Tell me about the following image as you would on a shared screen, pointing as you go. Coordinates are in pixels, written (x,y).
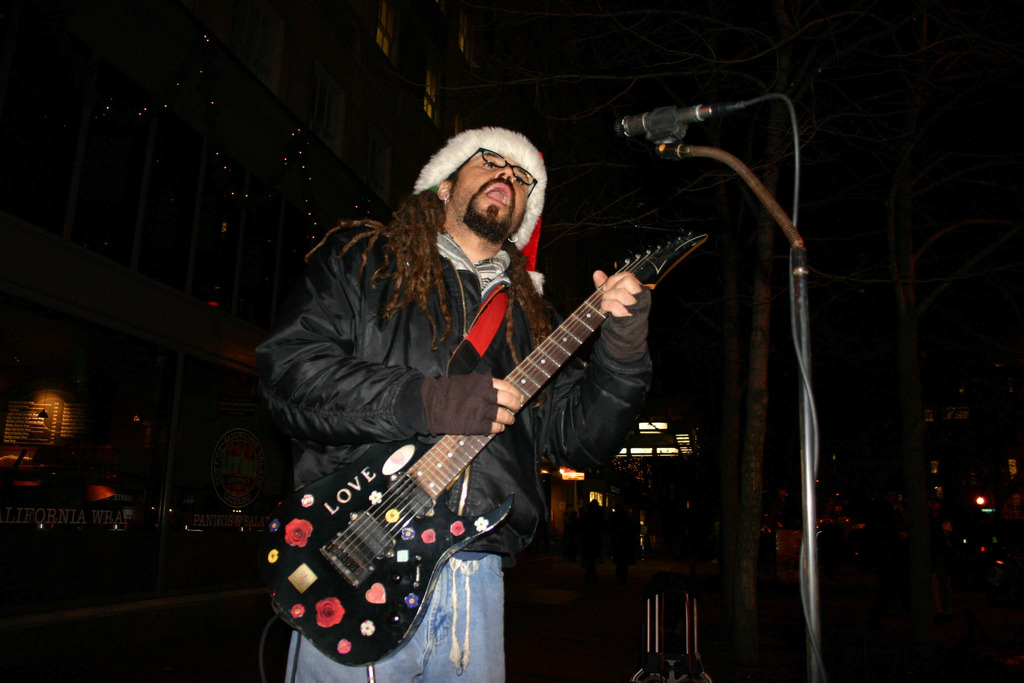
this picture shows a man (497,530) playing a guitar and singing with the help of a microphone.
